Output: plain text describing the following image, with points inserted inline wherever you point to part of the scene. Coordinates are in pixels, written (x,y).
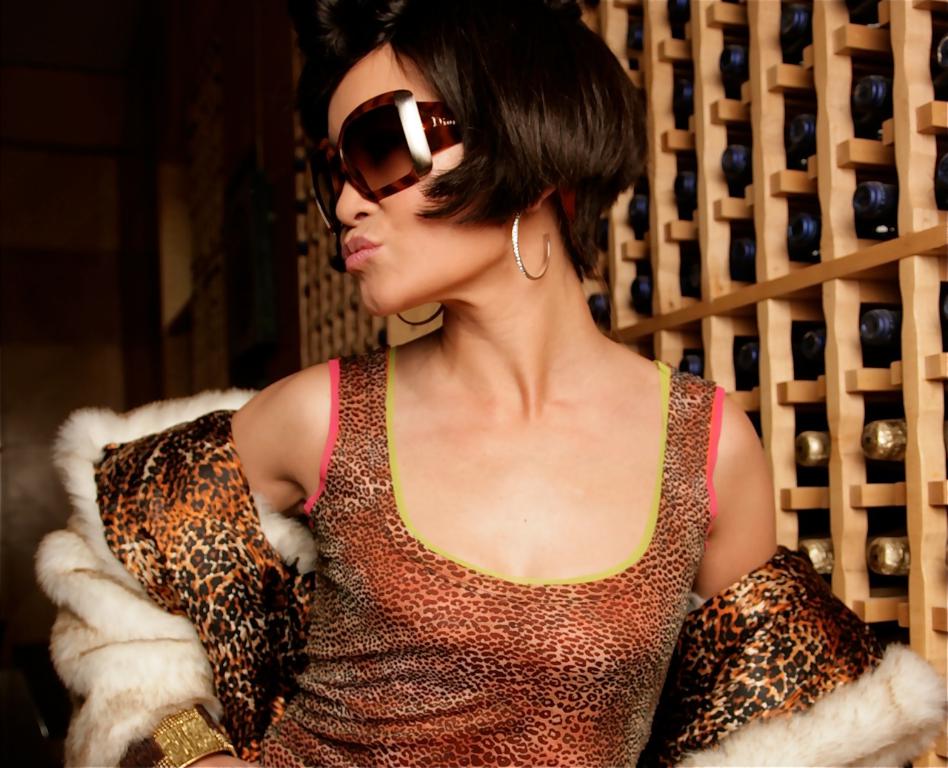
In this image we can see a lady (337,701) wearing goggles (366,182) and she has a short hair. On the right side of the image (875,444) we can see bottles (878,433).
